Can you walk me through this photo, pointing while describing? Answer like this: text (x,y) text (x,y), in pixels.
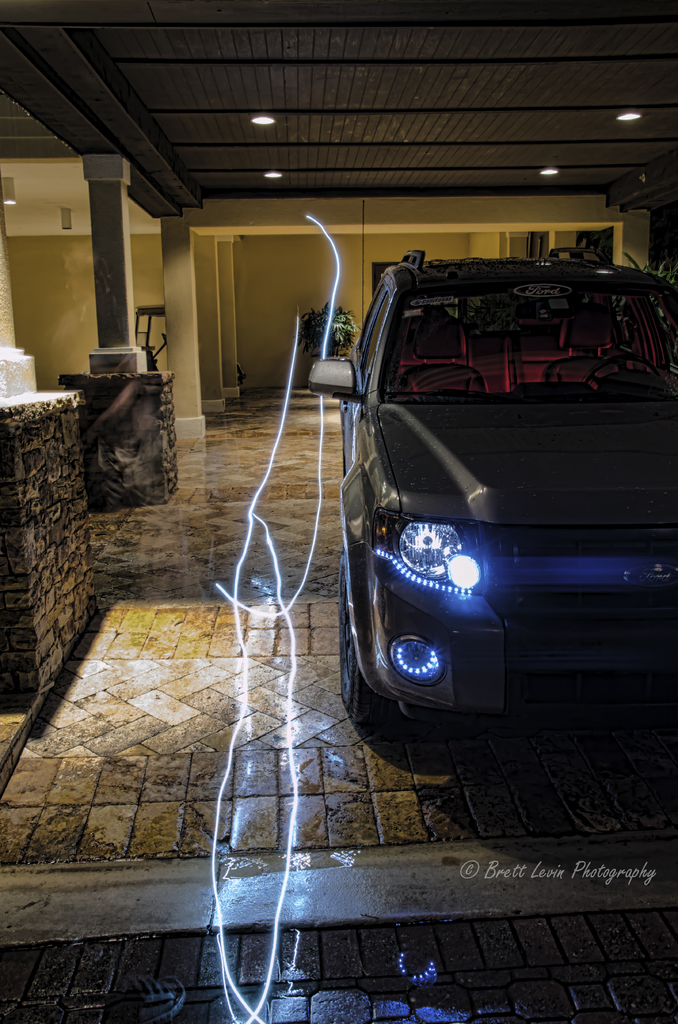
In this image there is a floor (246,826) in the bottom of this image (217,774) and there is a car (481,560) on the right side of this image (494,459). There is a wall (248,288) in the background (280,317). There are some lights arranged on the top of this image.
